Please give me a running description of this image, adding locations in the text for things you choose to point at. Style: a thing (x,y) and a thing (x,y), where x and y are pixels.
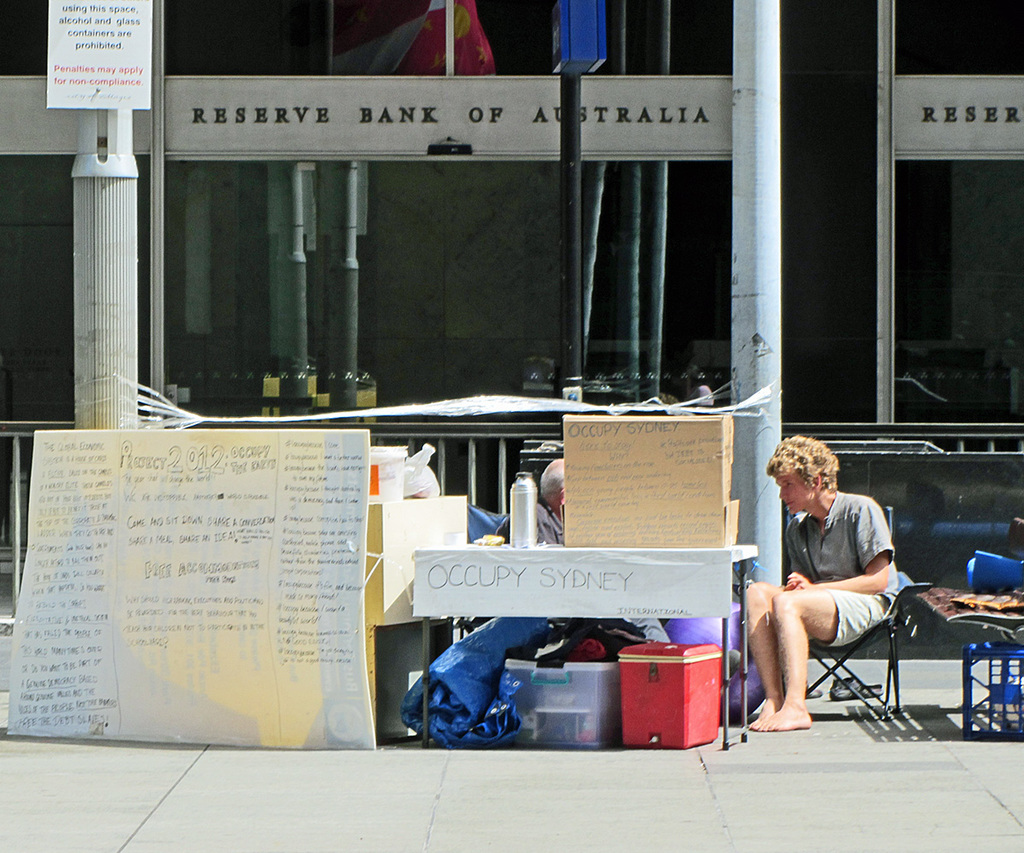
In this image we can see a person (851,513) sitting on a chair (879,712). Also we can see another person (549,496). In front of them there is a table (610,553). On the table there is a bottle (532,501) and a card board box (619,471). Under the table (560,609) there are boxes (549,678) and a sheet (472,674). Also there is a board (131,587) with something written and there are few other items (381,456). In the back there are pillars (630,270). And there is a building (429,88) with name. Also there is a board (102,50) with something written.
